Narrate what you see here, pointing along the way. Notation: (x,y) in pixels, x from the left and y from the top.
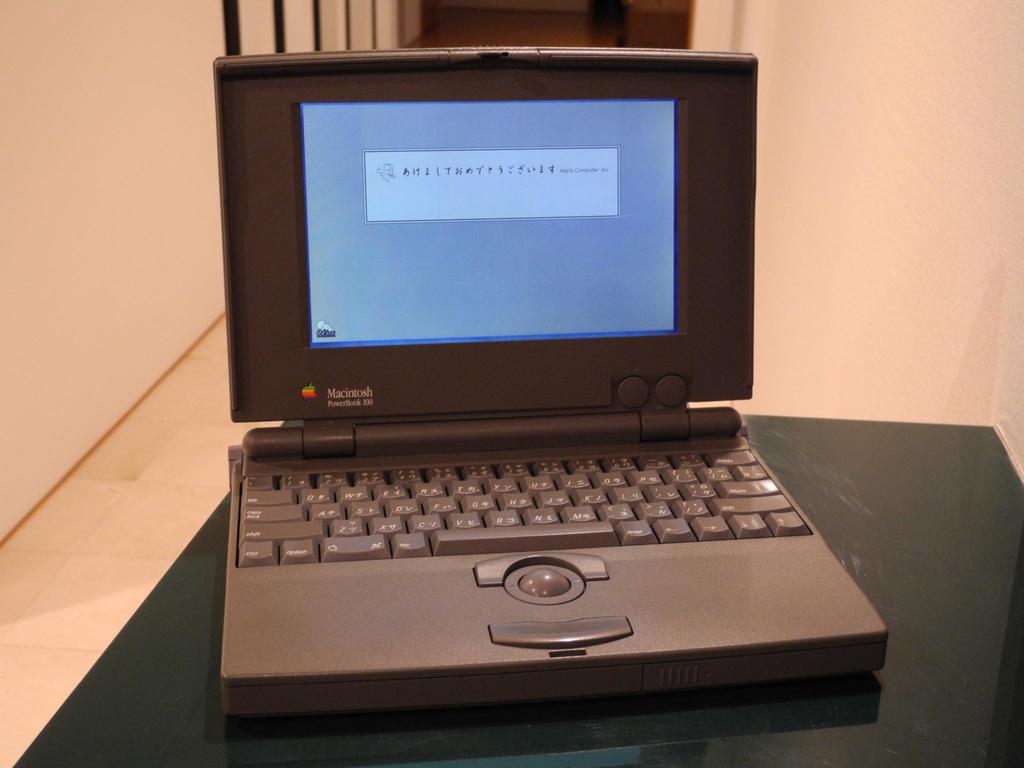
There is a table (651,767). On that there is a laptop (543,363). In the background (50,144) there is a wall (97,128).
